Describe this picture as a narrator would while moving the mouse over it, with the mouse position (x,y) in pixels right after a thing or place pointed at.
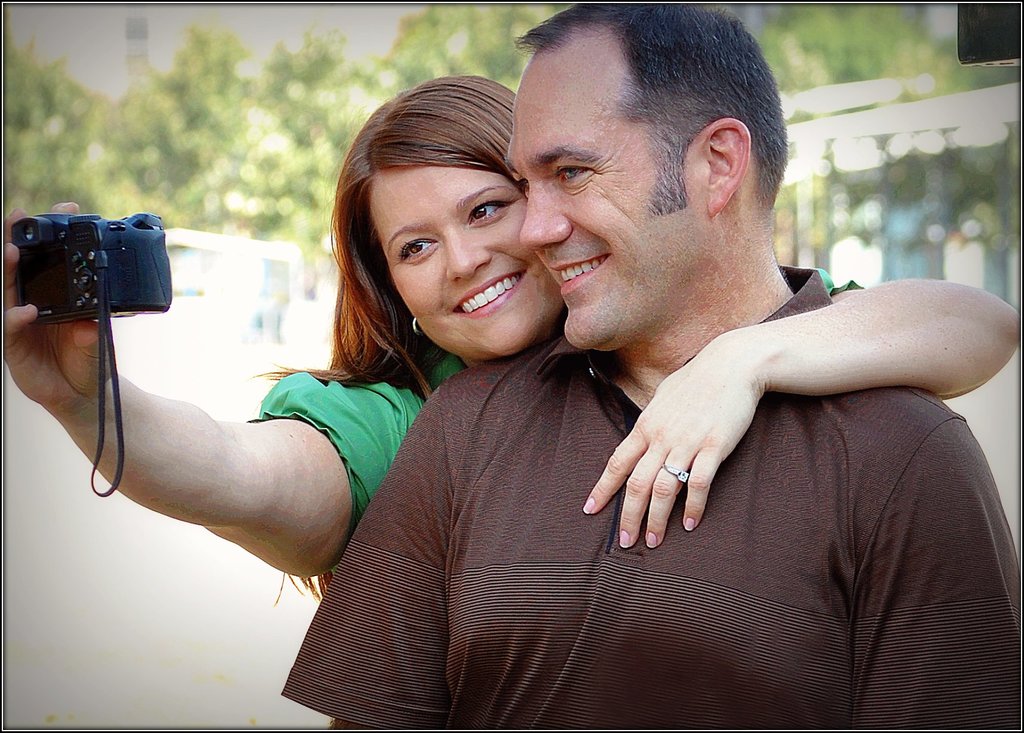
there are 2 persons (593,519). the person (548,528) at the front (552,631) is wearing brown t shirt (511,611). the person (423,338) at the back (418,318) is holding a camera (103,270) in her hand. behind them there are trees (255,124).
